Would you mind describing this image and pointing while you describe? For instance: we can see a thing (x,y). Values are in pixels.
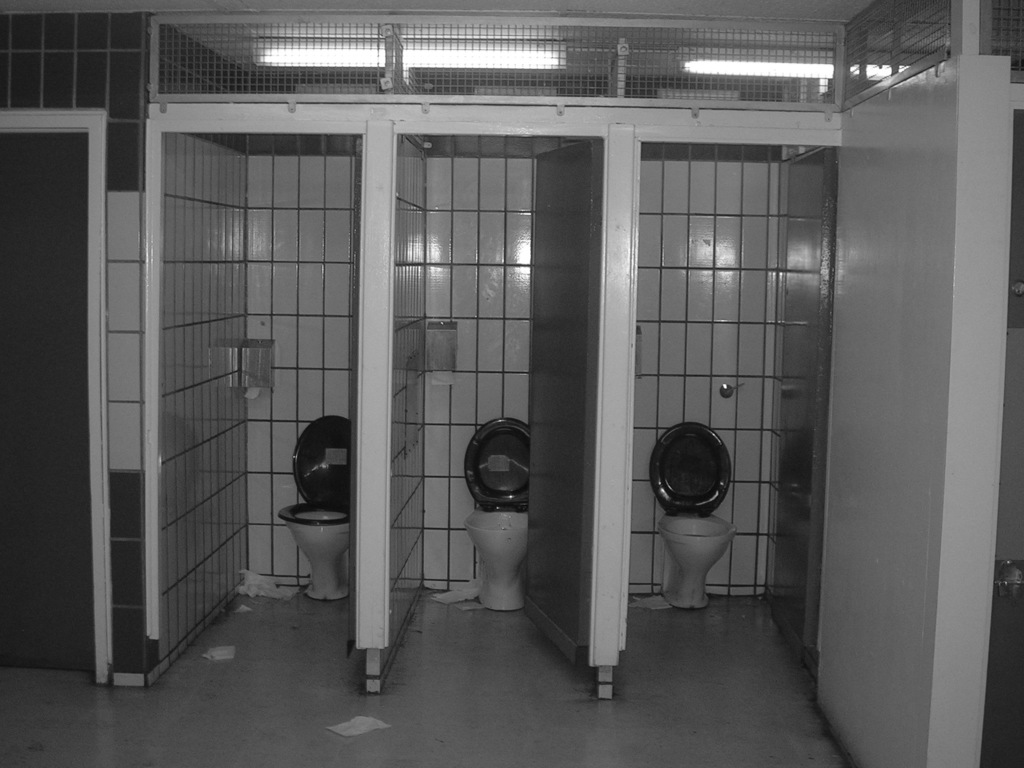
This picture shows an inner view of a restroom (83,425) and we see few toilet seats (501,545) and we see doors (547,492).
